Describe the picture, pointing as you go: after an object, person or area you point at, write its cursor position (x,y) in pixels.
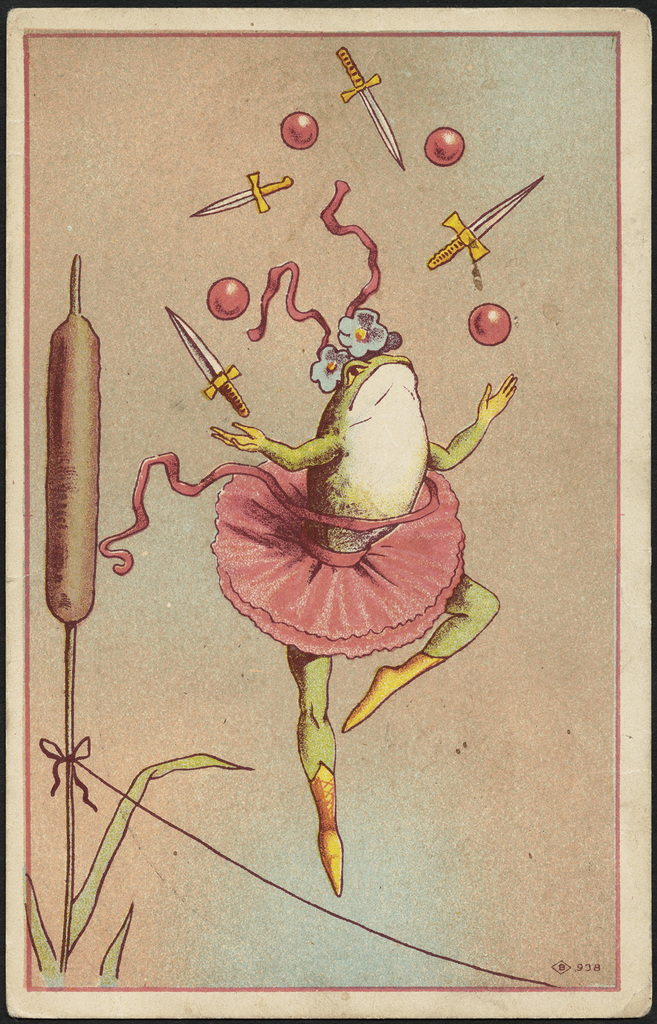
In this image I can see depiction picture where I can see a frog (329,362), few knives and few red colour things (438,141).
